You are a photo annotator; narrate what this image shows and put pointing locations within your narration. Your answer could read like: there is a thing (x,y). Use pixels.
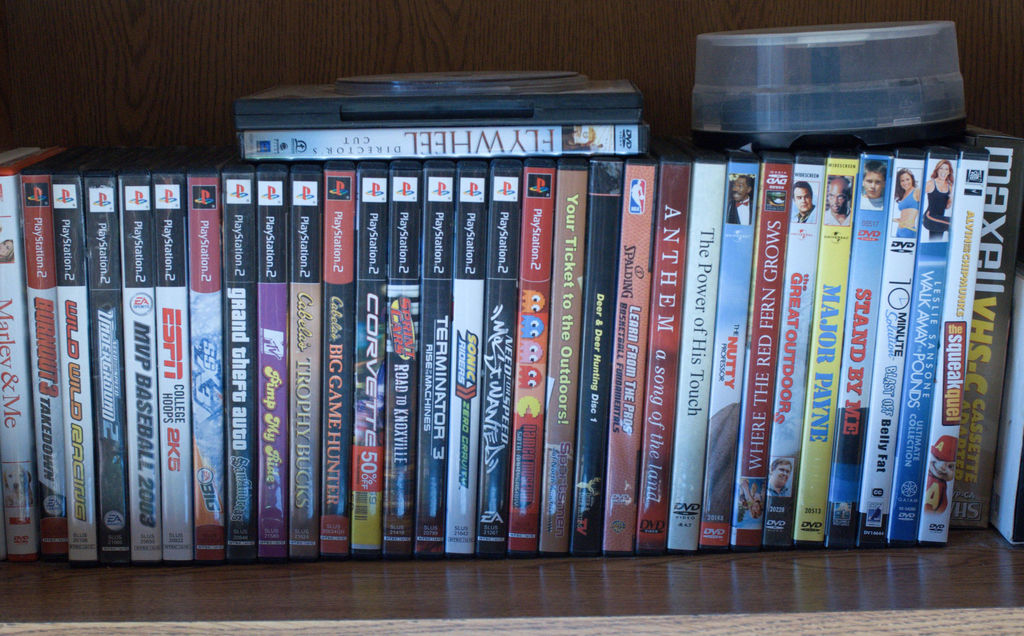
In this image I can observe DVD boxes (504,386) in the cupboard (279,64).
